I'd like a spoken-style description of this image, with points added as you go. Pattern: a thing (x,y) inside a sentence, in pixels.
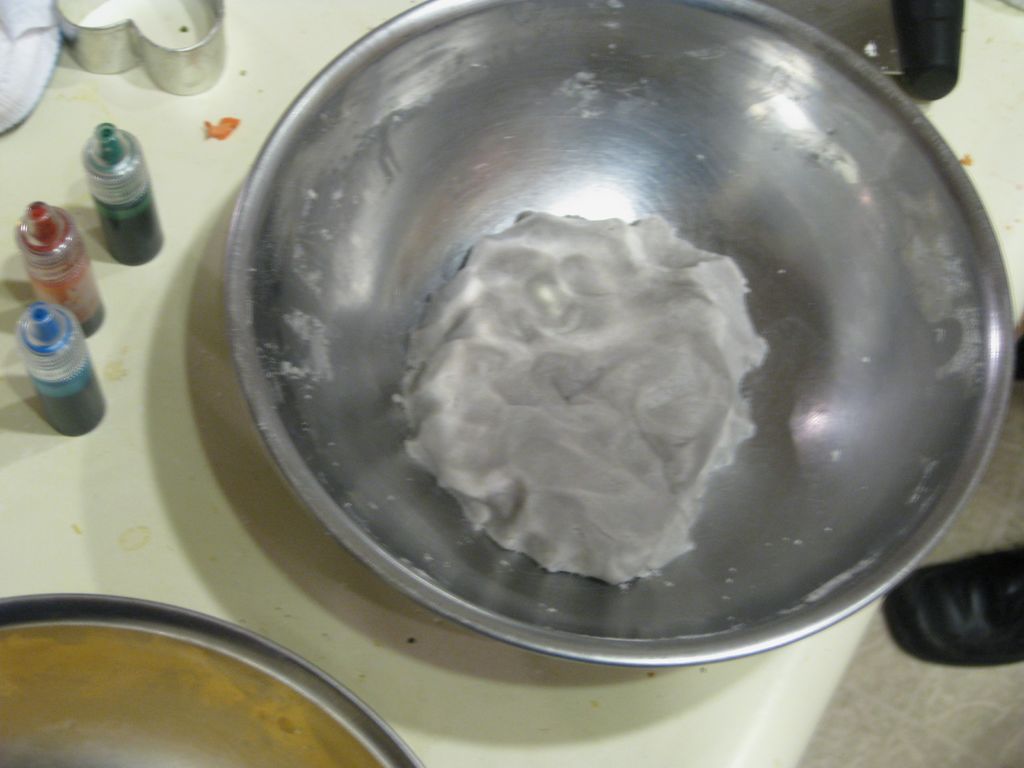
There are 3 jars (42,322), cloth (3,119) and a big bowl (389,255) with food item (523,451) in it on a table (691,688). On the right (963,646) we can see shoe (959,608).
